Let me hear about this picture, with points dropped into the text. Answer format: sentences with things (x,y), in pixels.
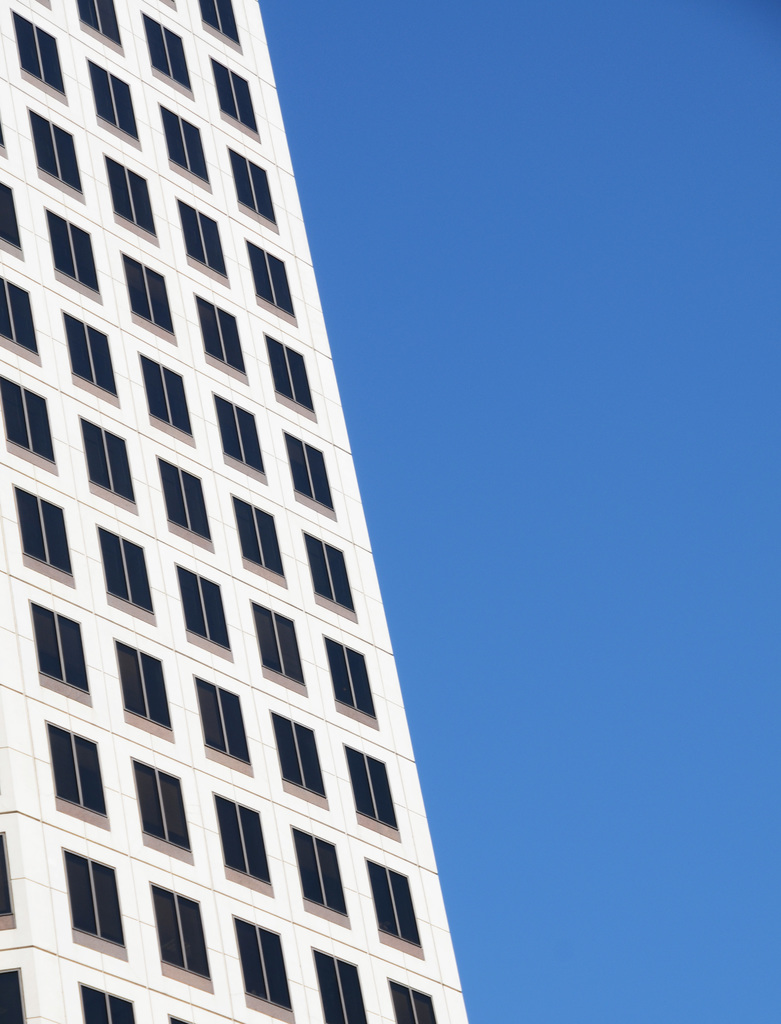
On the left side (173,573), we see a building (173,573) in white color. It has many windows (142,199). On the right side (647,272), we see the sky (580,694), which is blue in color.
